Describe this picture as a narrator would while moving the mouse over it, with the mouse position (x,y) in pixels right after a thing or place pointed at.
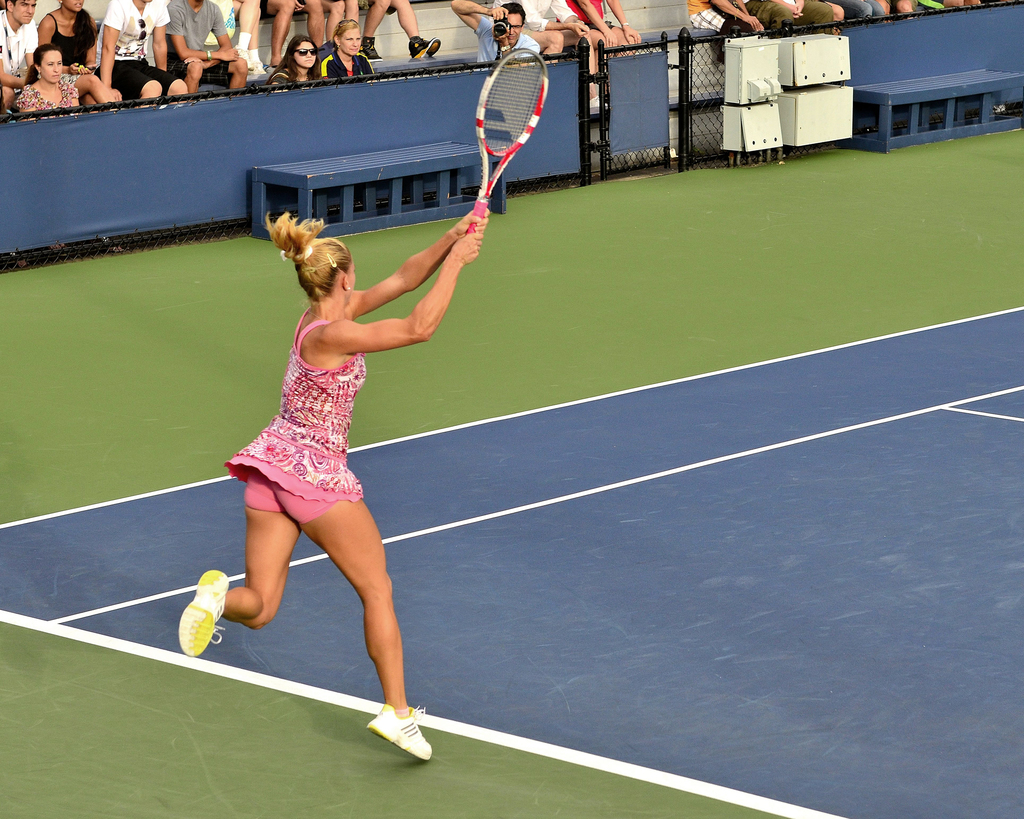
In this picture we can see woman (299,460) holding tennis racket (535,53) in her hand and jumping on ground (923,284) and beside to her we can see bench (374,171), some people (314,43) on steps (474,38) and where one person (510,17) is taking picture with camera (497,30).
